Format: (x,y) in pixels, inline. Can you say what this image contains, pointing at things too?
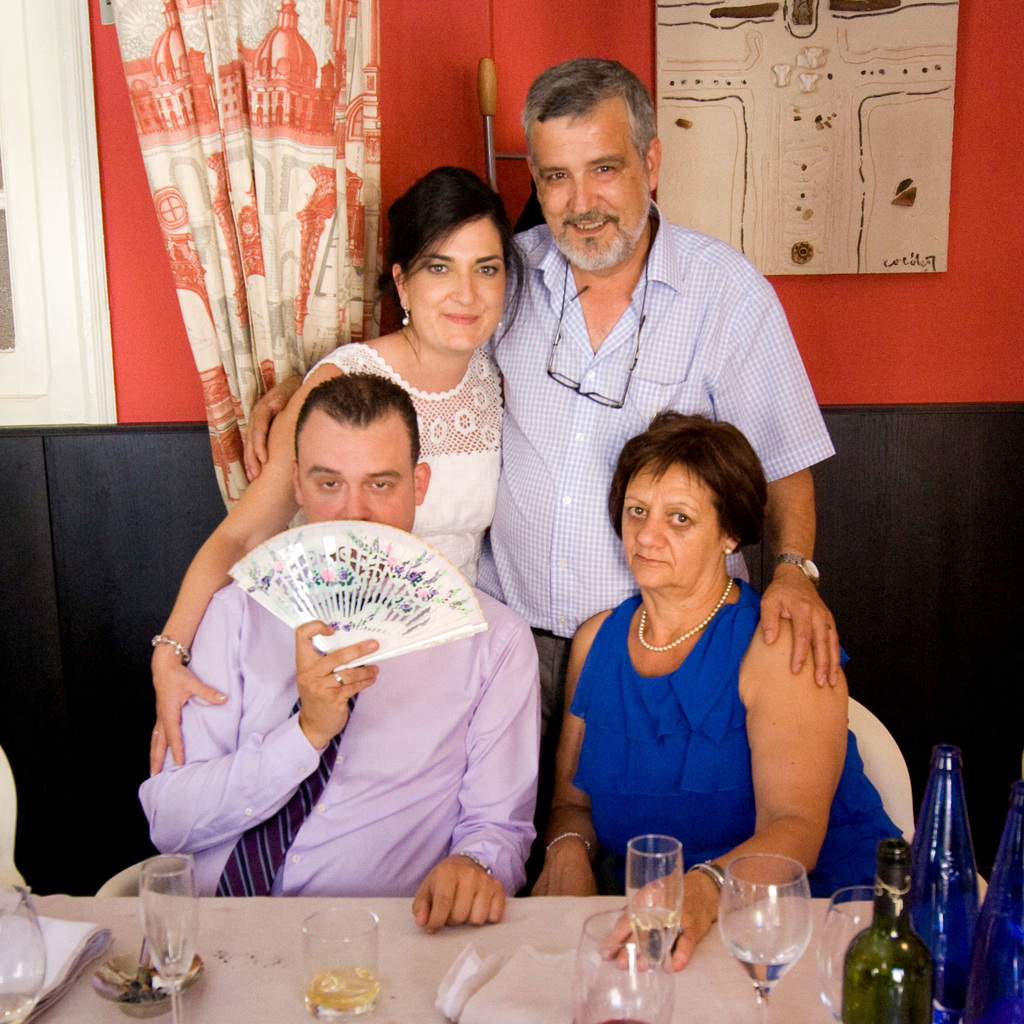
In this picture we can see there are two people (309,689) sitting on chairs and two people (565,457) standing on the floor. In front of the people (394,714) there is a table (205,997) and on the table (696,953) there are glasses (741,881), bottles (1013,908), tissues (506,999) and a cloth (48,924). Behind the people (389,516) there is a curtain (276,217) and a wall (938,309) with a photo frame (816,154), a window (74,297) and an object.
